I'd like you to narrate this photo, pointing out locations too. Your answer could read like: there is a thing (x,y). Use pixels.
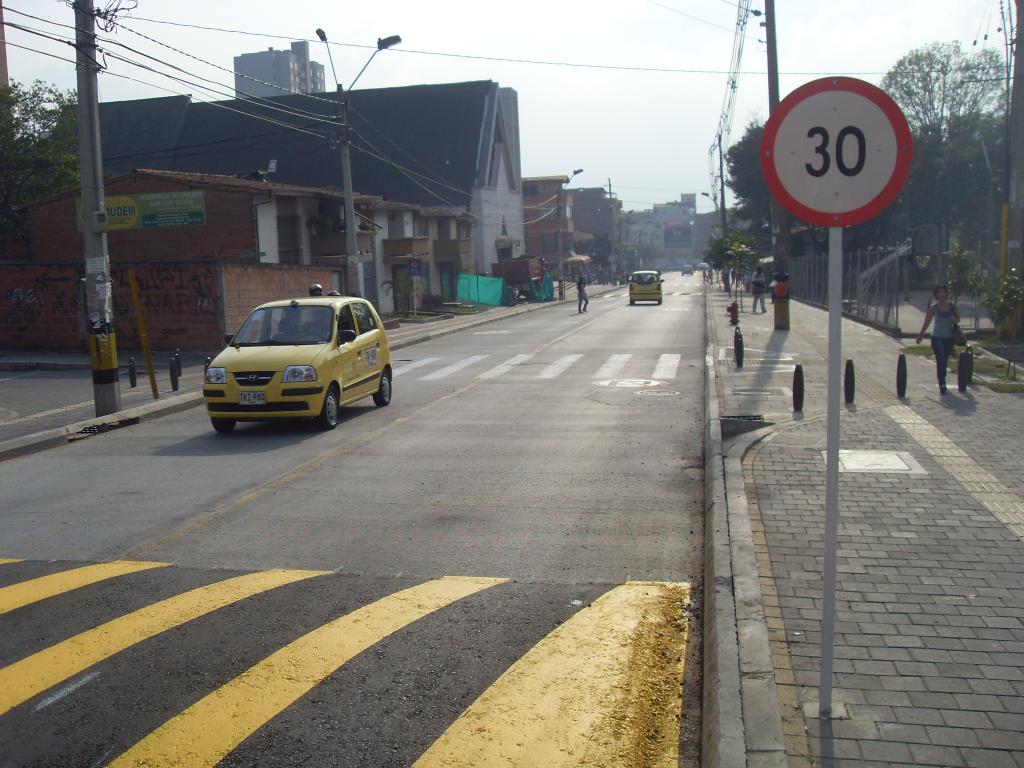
In this picture I can see the road (437,403) and footpath (806,576) in front (543,428) and I can see few people (725,279) and vehicles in the middle of this picture (343,305). I can also see few light poles (85,106) and wires (735,67). In the background (387,234) I can see the buildings (480,246) and few trees (920,148). On the right side of this picture (780,196) I can see a board (869,211), on which there are numbers (841,151) written.
